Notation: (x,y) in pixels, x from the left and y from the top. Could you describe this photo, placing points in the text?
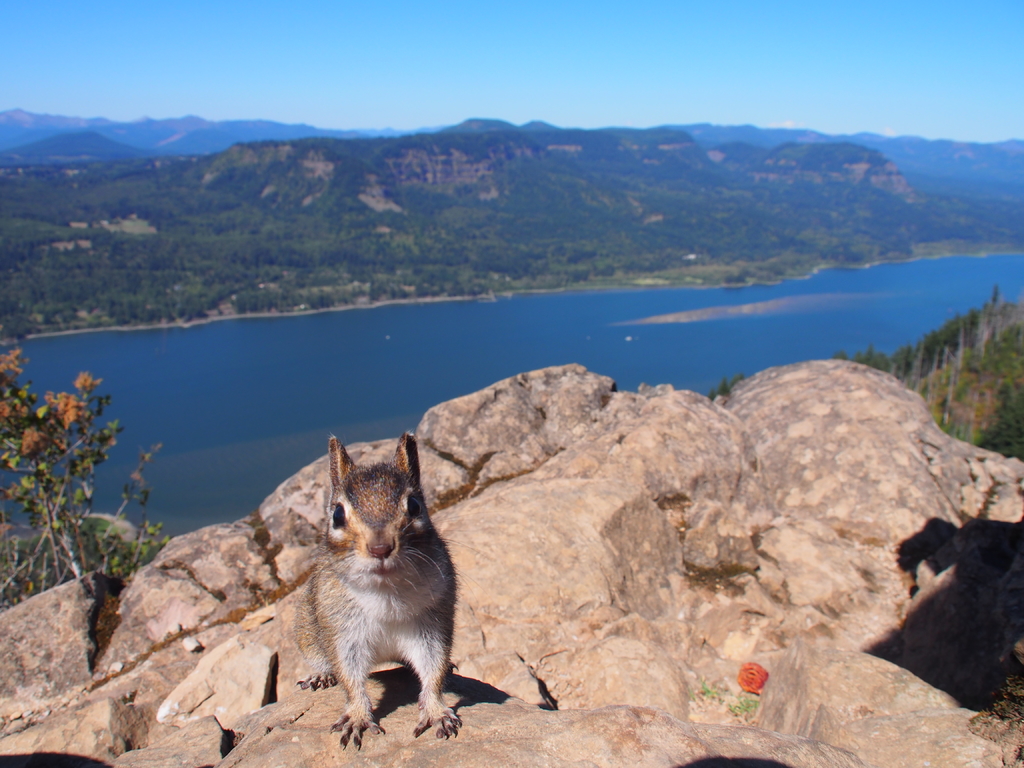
In the image there is a rock hill (495,661) and there is an animal (369,723) standing above the rock (467,704), behind the hill (482,661) there is a river (324,341) and behind the river (99,386) there is a lot of greenery (595,172).
